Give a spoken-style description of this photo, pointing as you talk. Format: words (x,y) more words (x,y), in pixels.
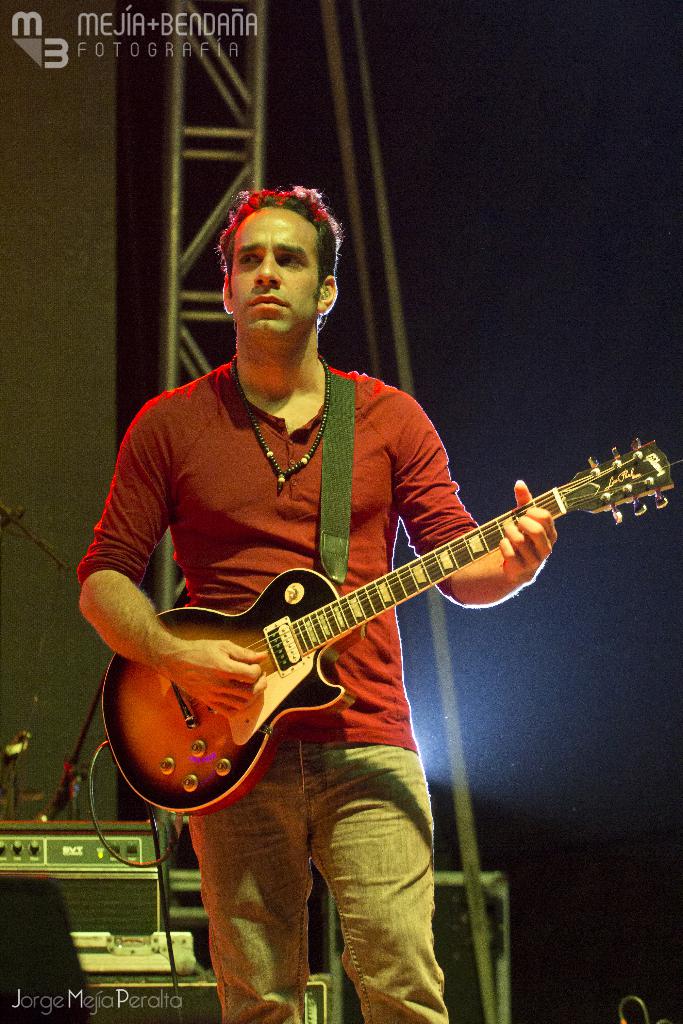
As we can see in the image there is a man (221,704) holding guitar (322,639) in his hand (521,539).
